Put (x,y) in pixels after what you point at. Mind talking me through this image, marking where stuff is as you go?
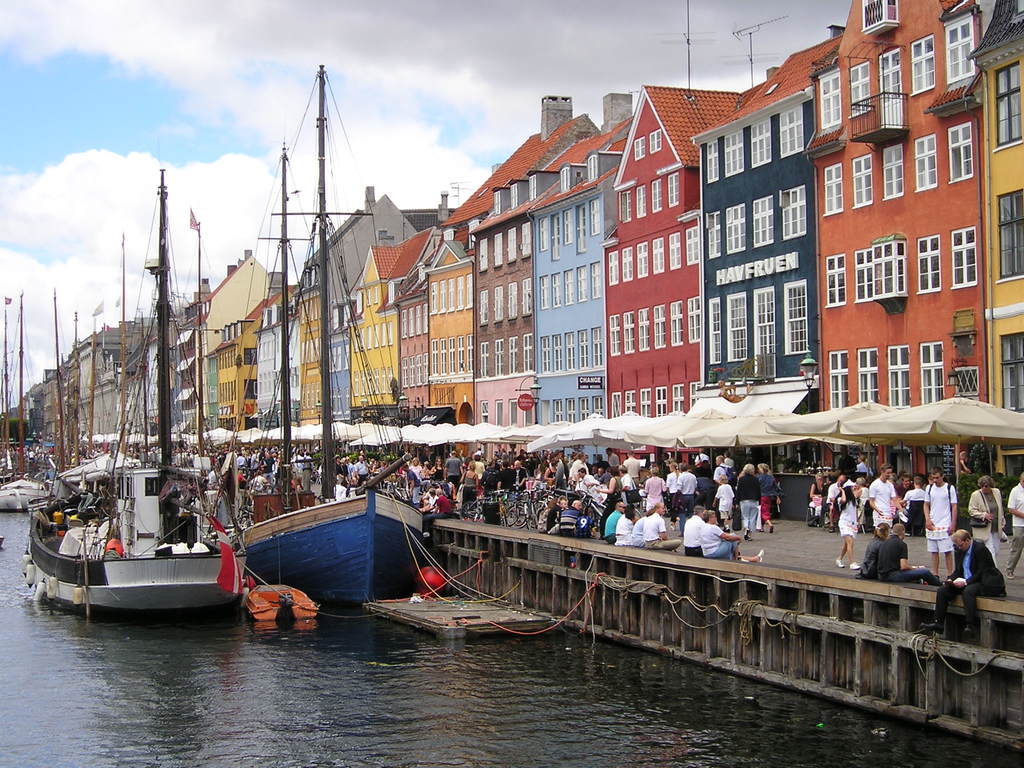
In this image I can see the buildings (522,349). Most of the people (584,484) are walking on the roads (786,539) and few (647,546) are sitting on the wall (761,595). On the bottom of the image (384,697) I can see the water (114,697). In that water (95,616) there are many boats (185,545). On the top of the image (106,99) I can see the sky (89,110) in blue color and the clouds (95,192) in white color.
